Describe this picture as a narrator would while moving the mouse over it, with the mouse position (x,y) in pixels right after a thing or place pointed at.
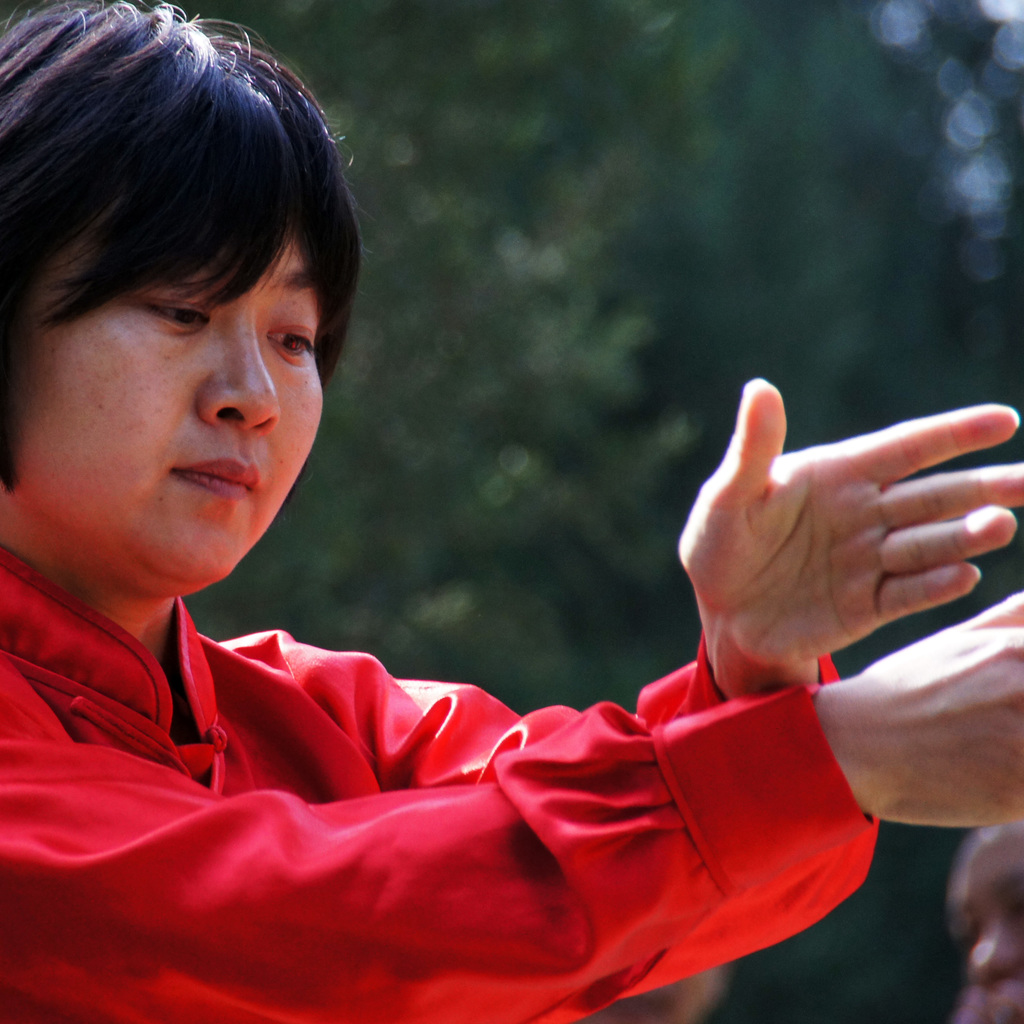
To the left side of the image (114,616) there is a person (687,798) with red dress (8,567). There is a green color background (430,632).
